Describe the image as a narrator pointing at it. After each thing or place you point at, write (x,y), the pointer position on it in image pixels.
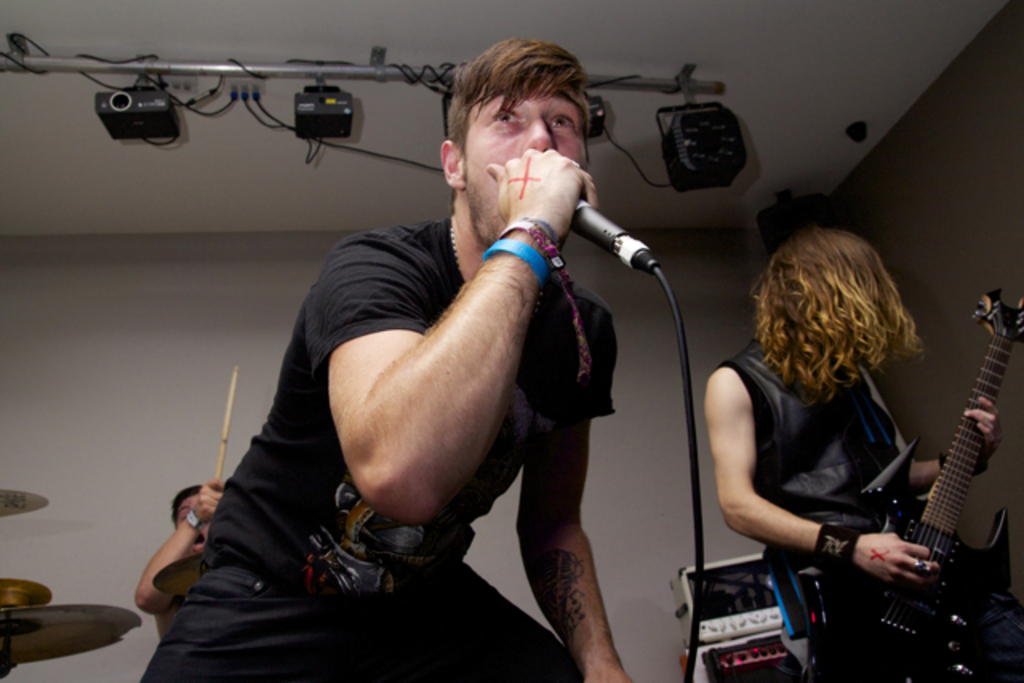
In this picture there is a man (445,263) standing at the center holding a microphone (631,259), another man (859,248) on the right (786,362) holding a guitar (901,603), in the back side (206,536) there is a man (198,489) holding a drumstick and is a projector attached to the ceiling (109,171).
